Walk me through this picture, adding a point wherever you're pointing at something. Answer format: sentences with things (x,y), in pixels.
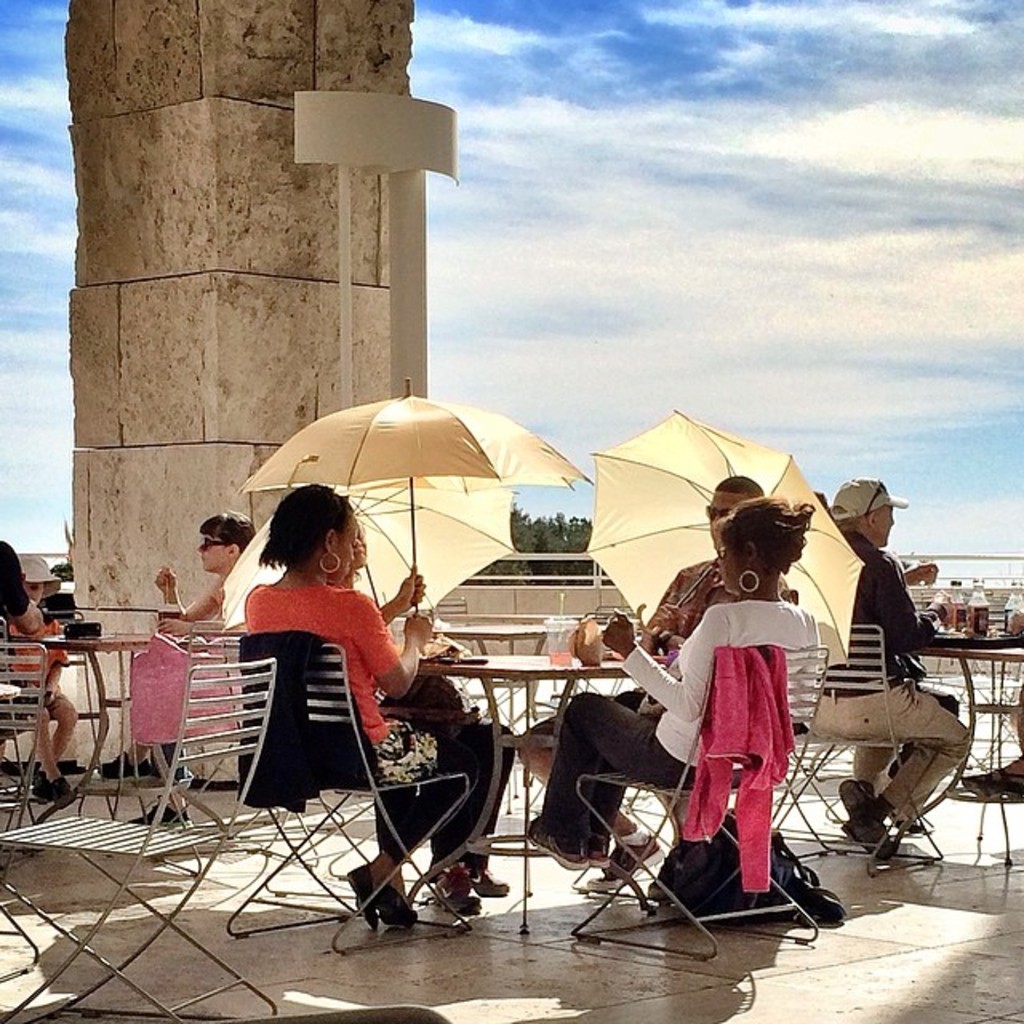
The picture is taken in a restaurant (610,581). In the foreground of the picture (541,628) there are tables (537,675), chairs (20,676), bottles (956,591), food items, umbrellas (499,558) and people (538,733). On the left (256,103) there is a pillar (235,302). Sky (554,284) is bit cloudy and it is sunny. In the background (529,561) there are trees (546,548).
